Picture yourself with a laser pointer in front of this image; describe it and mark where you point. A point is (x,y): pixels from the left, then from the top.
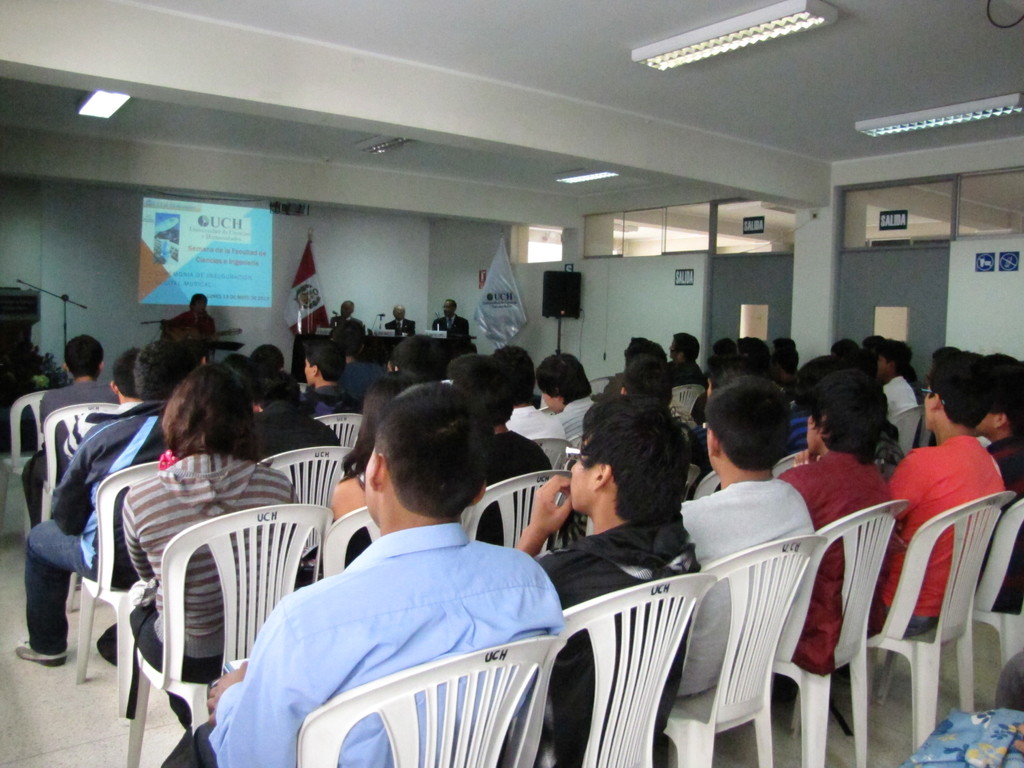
In this image we can see there are so many people (401,575) sitting on the chairs (50,474) and also there are some other people (453,316) sitting in front of the table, also there is a flag (310,272) and screen (259,288) on the top (166,251).
